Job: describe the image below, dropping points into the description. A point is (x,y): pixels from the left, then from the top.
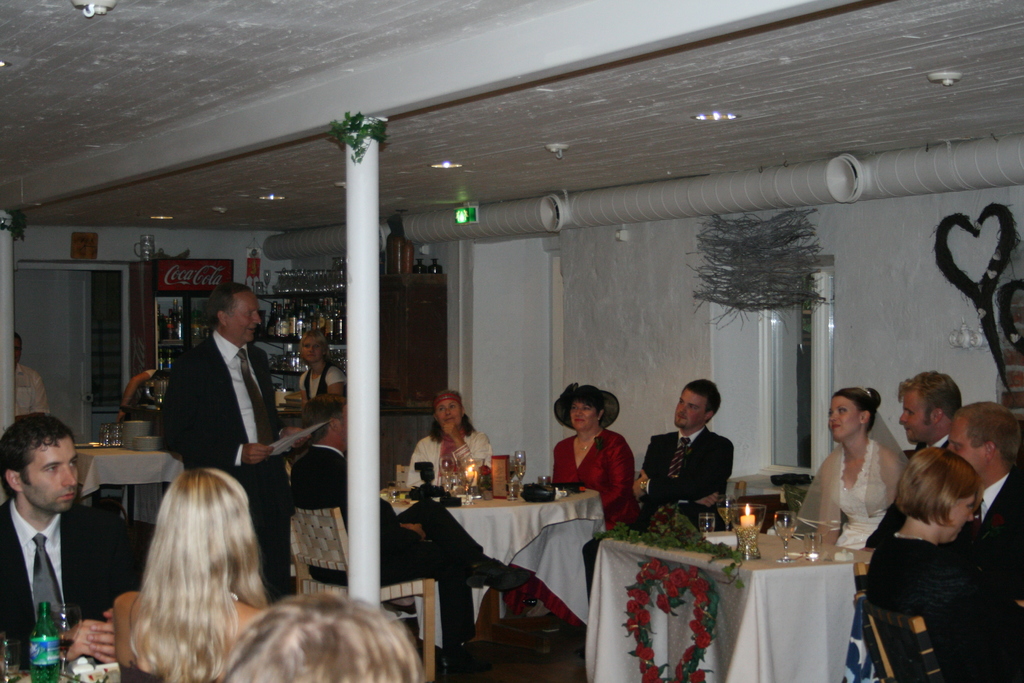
Group of people (624,467) are sitting in a restaurant (571,519) and the person (221,399) wearing a black suit (214,398) standing in middle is speaking to them. In background (161,315) there is a coca-cola fridge (183,282).
